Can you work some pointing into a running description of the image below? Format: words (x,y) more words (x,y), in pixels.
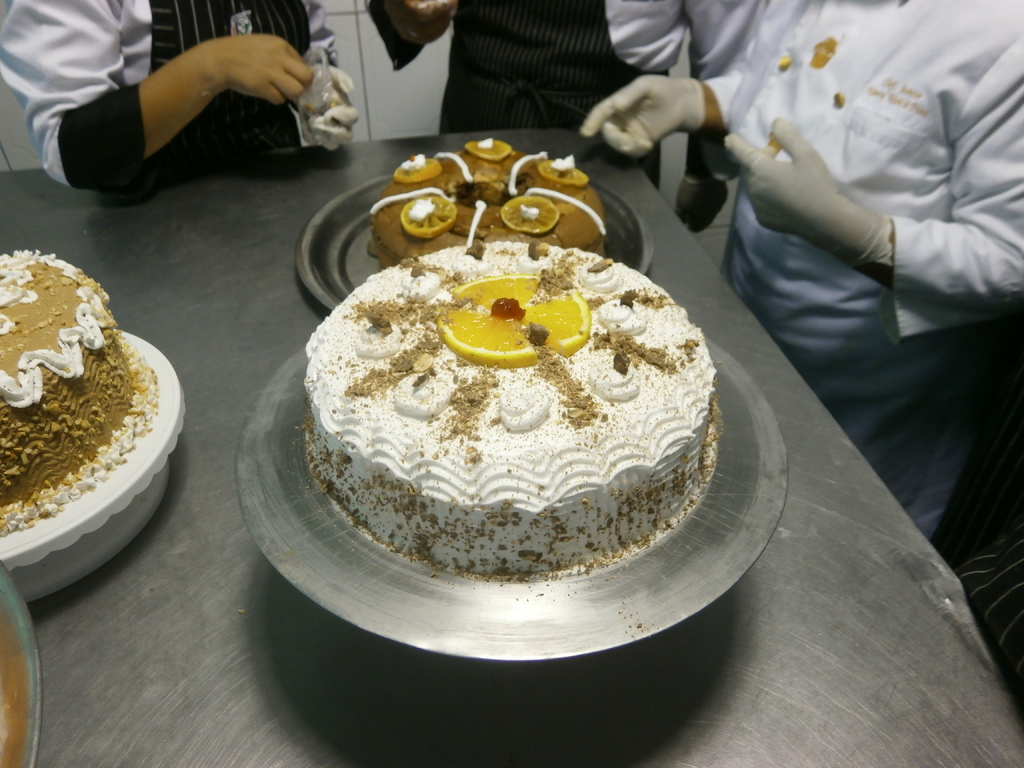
In this image I can see the plate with food (93,396). The food (380,385) is in brown color. It is on the silver color surface (559,670). To the side I can see three people (583,94) with white and black color dresses (496,100).
